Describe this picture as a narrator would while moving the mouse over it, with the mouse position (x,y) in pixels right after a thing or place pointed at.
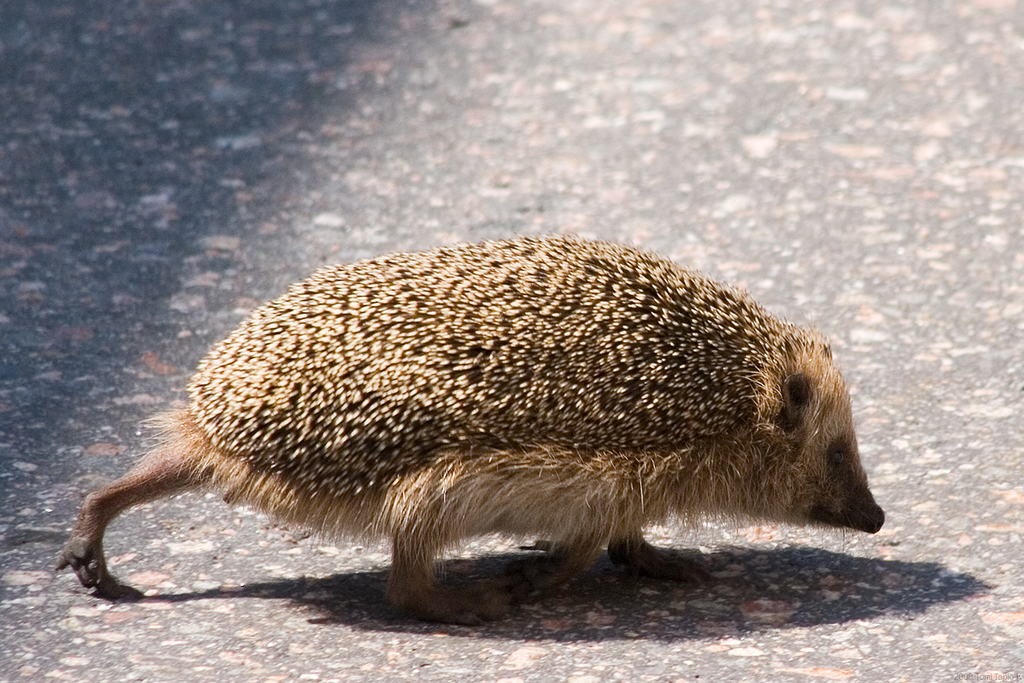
In the image we can see there is a hedgehog (506,456) standing on the road (459,651).
